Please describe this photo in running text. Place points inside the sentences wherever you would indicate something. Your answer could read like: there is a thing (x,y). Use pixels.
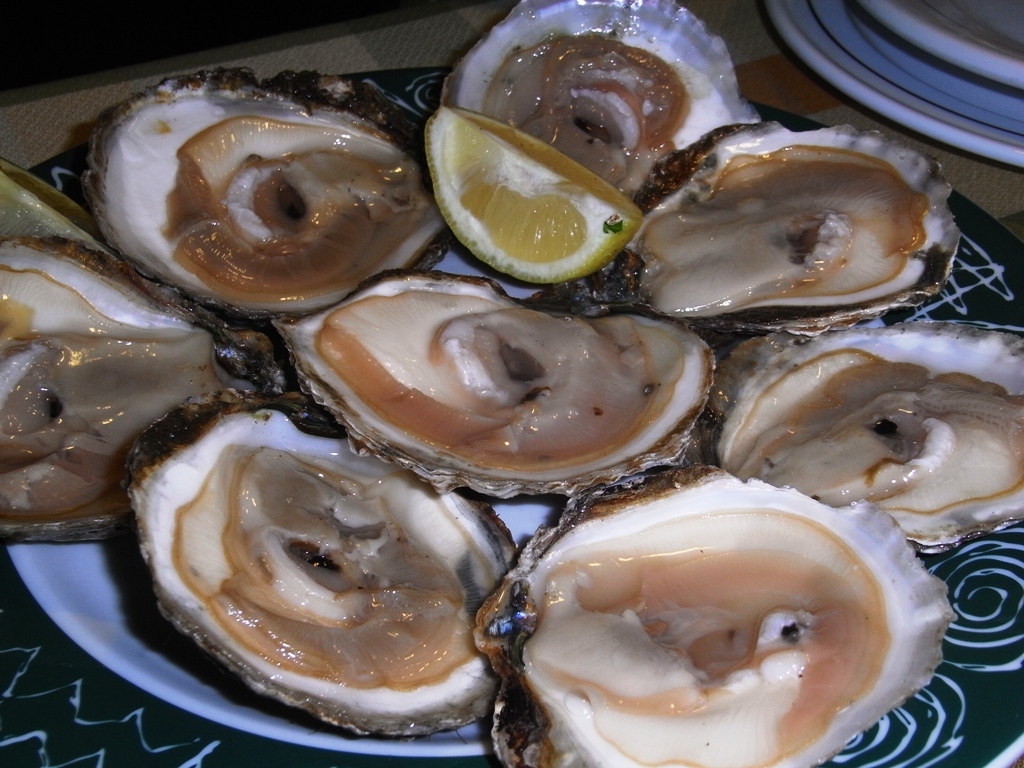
In this image we can see some oysters (507,561) in the shells (543,477) and a piece of lemon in a plate (520,498) which is placed on the surface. We can also see some plates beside it.
